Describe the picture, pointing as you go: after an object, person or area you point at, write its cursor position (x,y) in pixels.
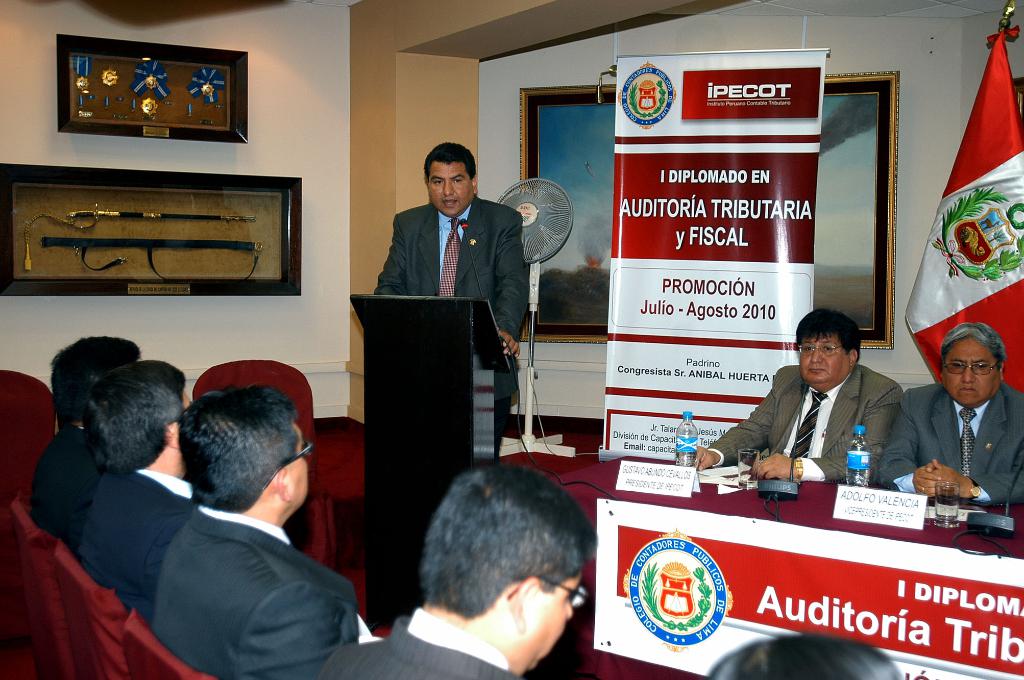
In this image we can see there are people (259,542) sitting on the chairs (108,658). There are bottles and boards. There is a fan (538,254), flag (961,300) and hoardings (693,275). There are frames (598,250) on the wall (353,219).
